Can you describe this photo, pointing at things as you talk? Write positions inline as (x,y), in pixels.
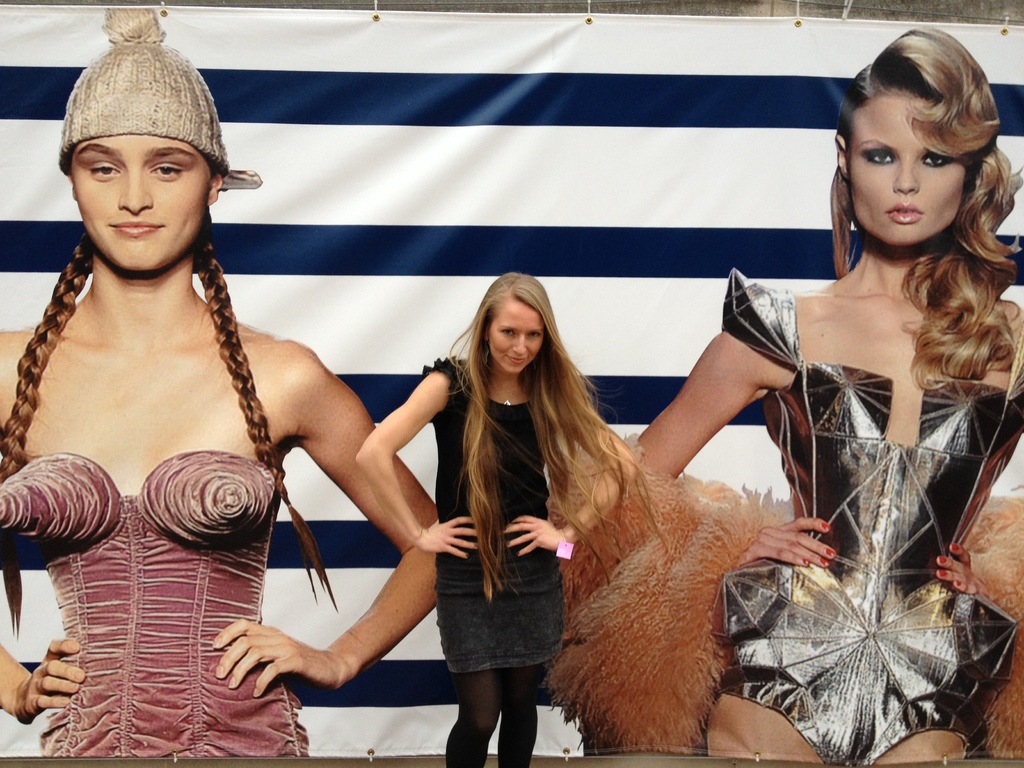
In the middle of the picture (529,397), we see the woman (534,545) in the black dress (513,576) is standing. She is smiling and she is posing for the photo. Behind her, we see a banner (328,308) containing the photos (191,448) of two women (779,580). This banner (537,177) is in white and blue color.
